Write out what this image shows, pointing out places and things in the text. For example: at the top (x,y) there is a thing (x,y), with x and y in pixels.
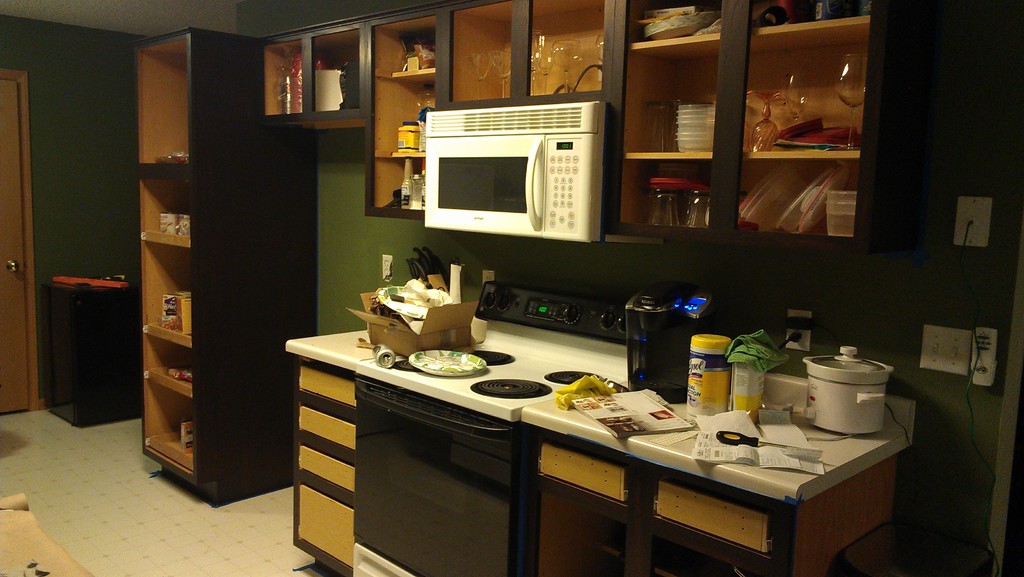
In this image, we can see the interior view of a kitchen (925,354). We can see some shelves (228,284) with objects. We can see the kitchen platform (744,475) with some objects (749,448) like a cooker (848,417) and some papers (788,456). We can see the wall (942,173) with some objects (952,369). We can see an oven (565,157) and the ground (47,432) with some objects (74,373). We can see the electric stove (523,318) and a door (8,90).
